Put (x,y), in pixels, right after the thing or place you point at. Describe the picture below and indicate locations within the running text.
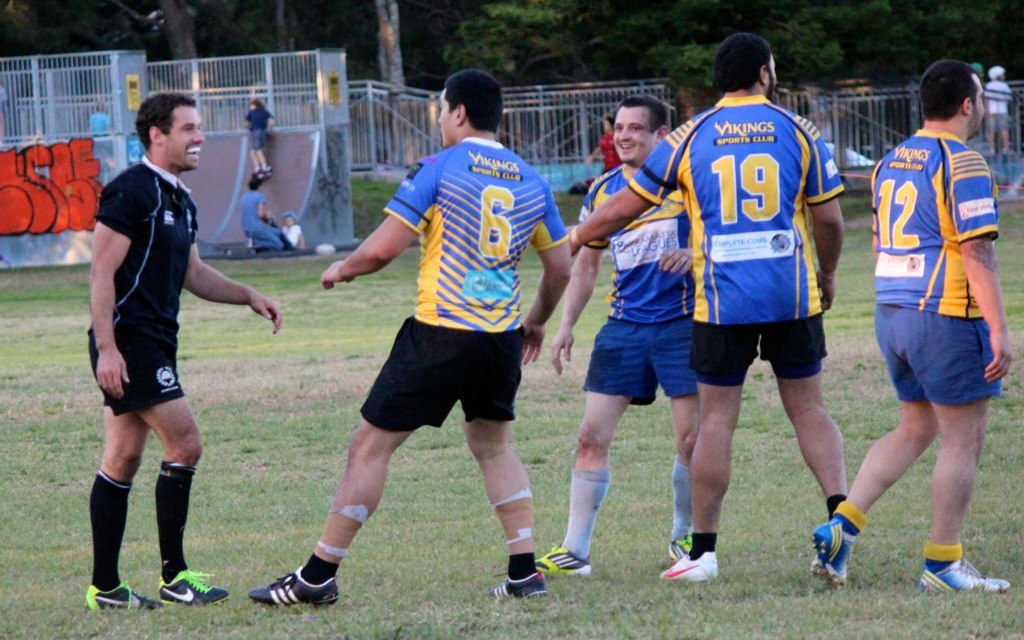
In this image we can see some trees (561,55) and one ground (0,466) with green grass (316,477). There are some objects (1,230) on the surface (261,270), some posters (334,92) and some people (104,223) standing.
